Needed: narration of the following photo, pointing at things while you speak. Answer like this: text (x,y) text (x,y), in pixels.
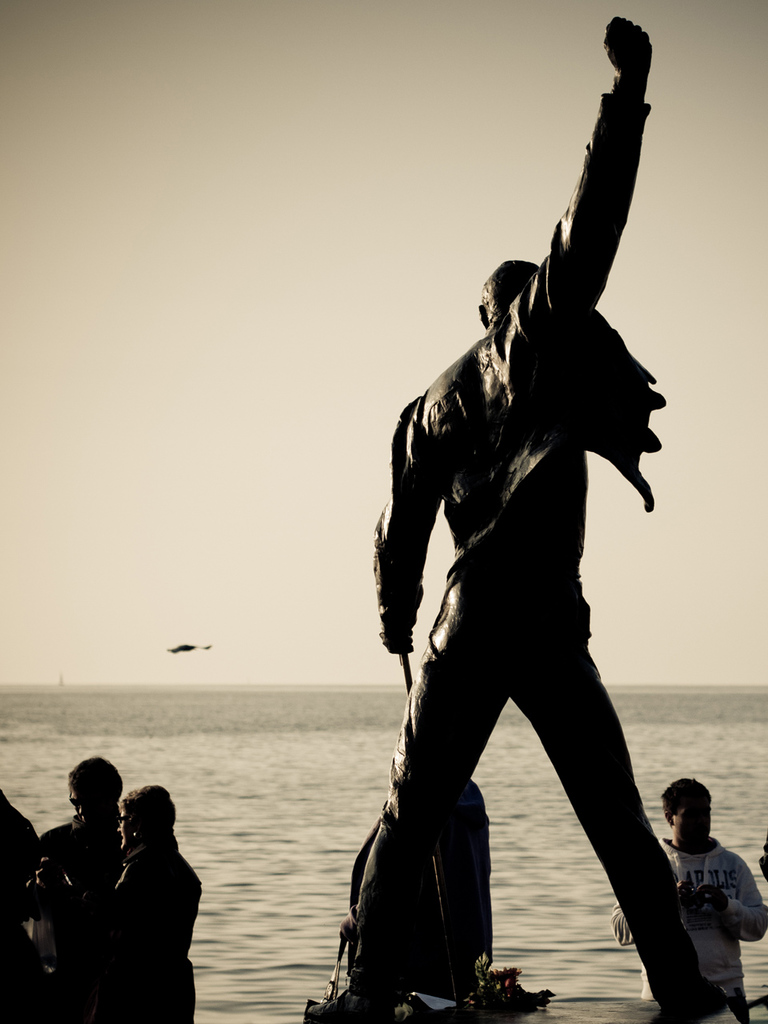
In this image, we can see a statue (513,648). At the bottom (9,951), we can see a few people (20,950). Background (568,917) we can see the sea (276,813) and sky (182,406).
